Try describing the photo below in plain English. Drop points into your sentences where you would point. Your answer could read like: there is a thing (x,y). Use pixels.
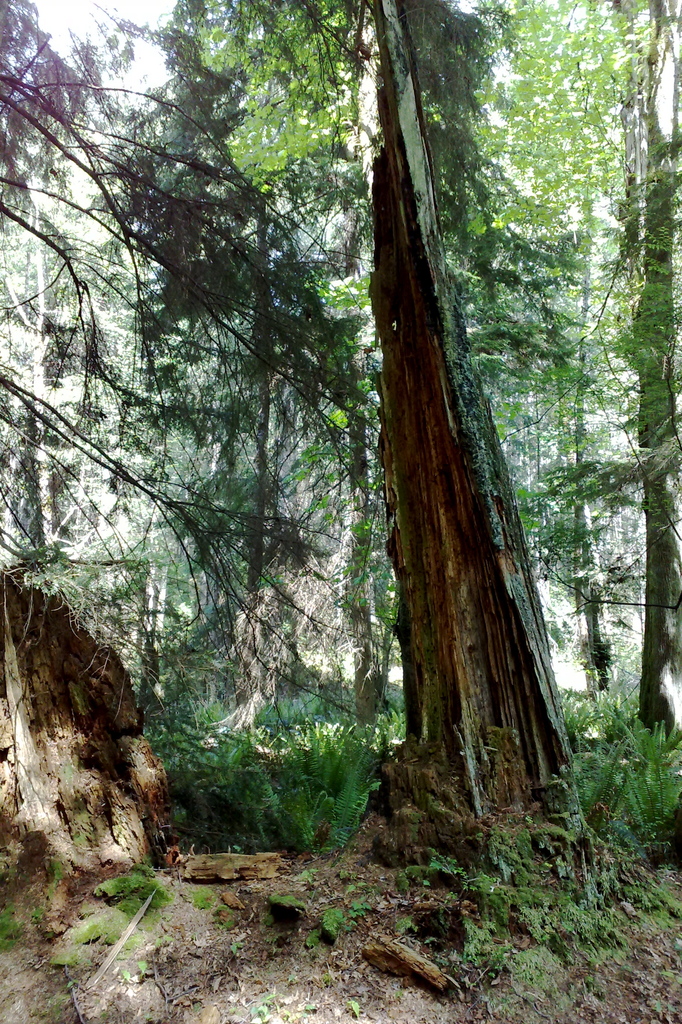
In the foreground (459,670) we can see the trunk (445,624) of a tree (455,668). Here we can see the broken wooden pieces (266,864) on the ground (350,855). Here we can see the plants (610,713). In the background (286,442), we can see the trees (443,148).
